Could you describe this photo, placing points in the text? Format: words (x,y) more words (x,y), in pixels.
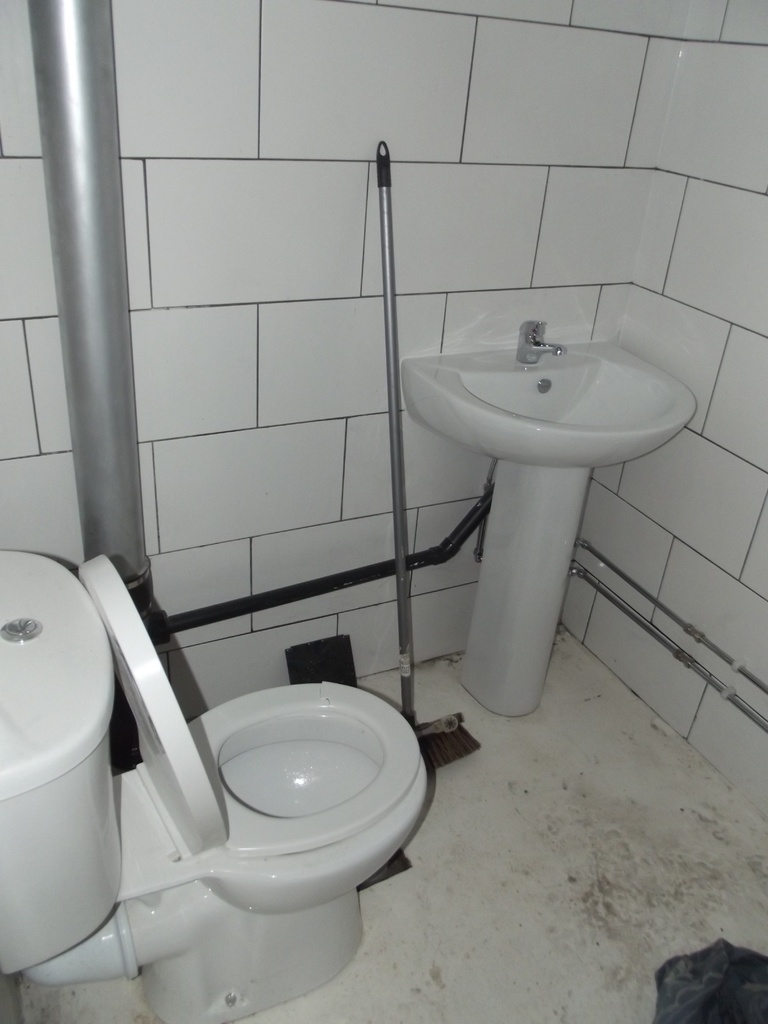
In this image, we can see the inner view of a bathroom (388,511). We can see the ground (391,676) with some objects (81,624). We can see the wall (415,237). We can also see a sweep mop (416,721), a pole (37,31) and an object (669,971) at the bottom right corner (713,958).
